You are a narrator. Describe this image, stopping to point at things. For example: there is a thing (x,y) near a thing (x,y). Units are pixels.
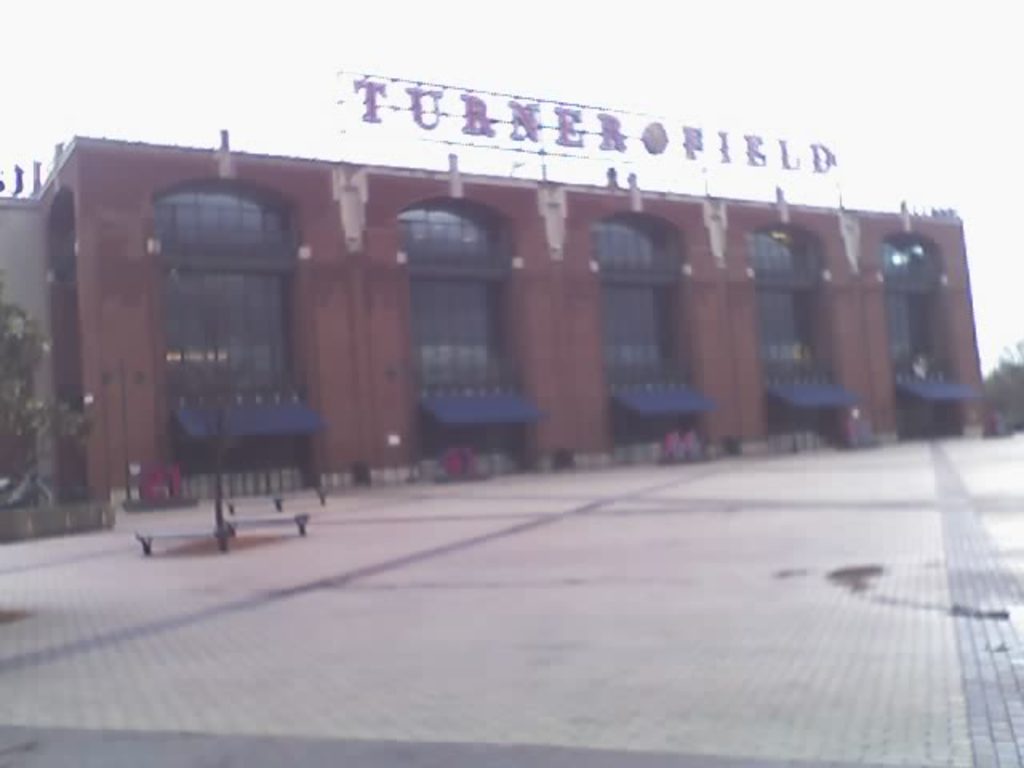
This image is taken outdoors. At the bottom of the image (676,664) there is a floor (806,568). On the left (87,419) and right sides of the image there are two trees (1001,400). In the middle of the image (464,315) there is building (351,325) and there is a board (472,114) with text (482,125) on it.
